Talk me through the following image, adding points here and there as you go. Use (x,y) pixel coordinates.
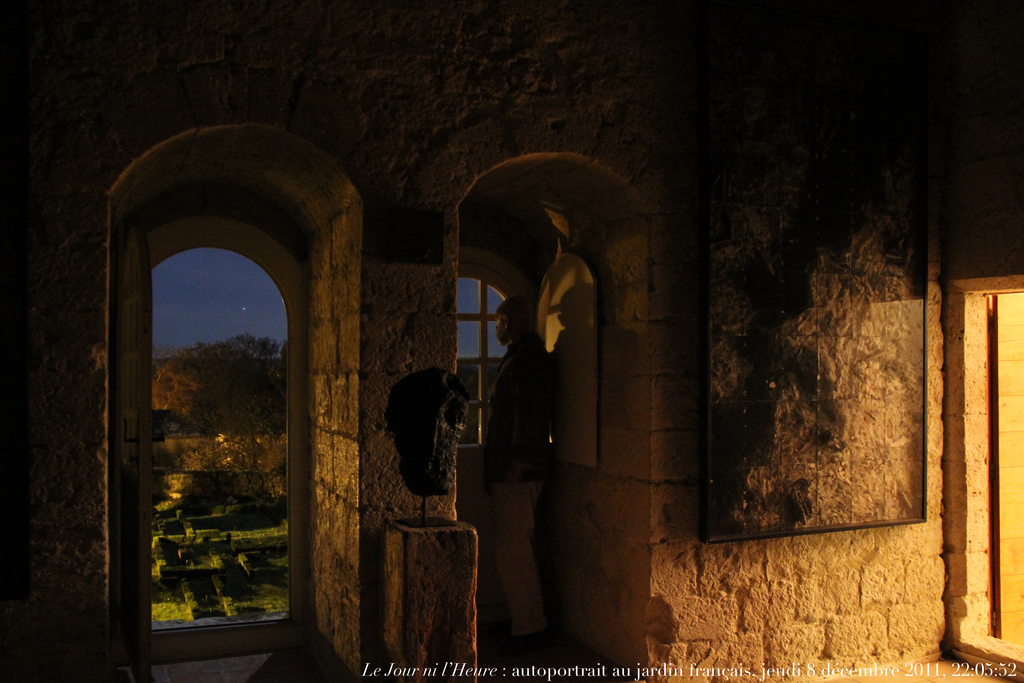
On the bottom right (1007,662), there is a watermark (390,679). In the background (814,477), there is a photo frame (737,119) attached to a wall (649,437) of a building (632,551), there is a person (524,564) standing, there is a garden (258,571), there are trees (250,395) and there is sky (209,290).
